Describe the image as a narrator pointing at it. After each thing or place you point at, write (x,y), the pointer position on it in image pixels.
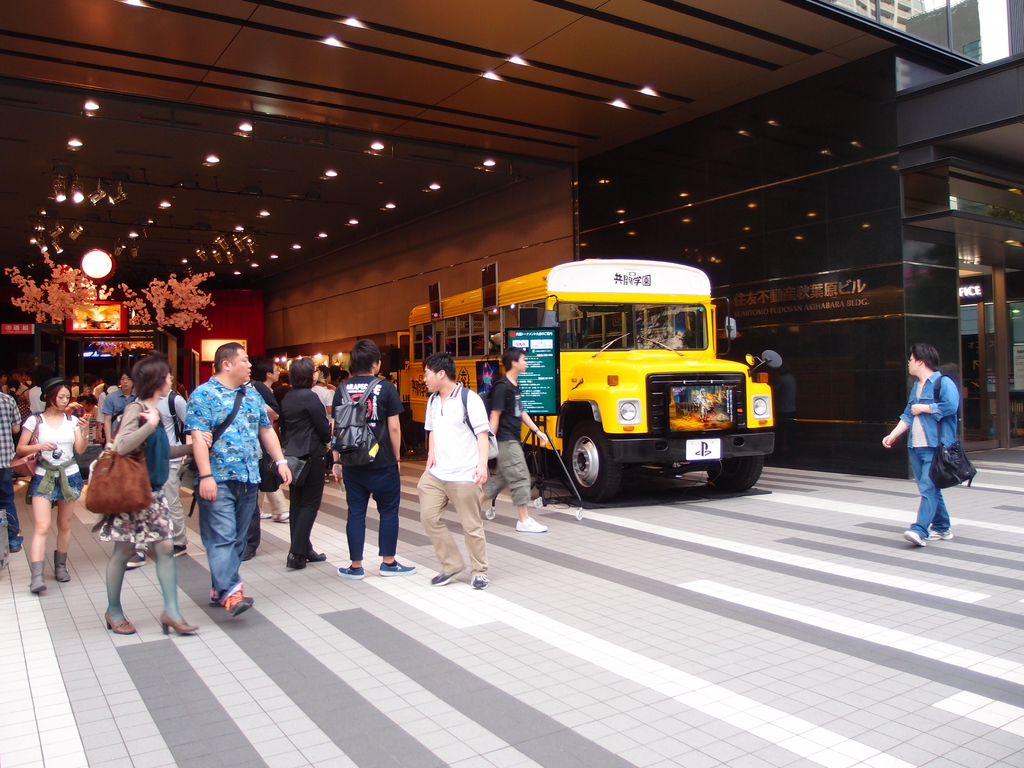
In the picture we can see a bus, which is yellow in color parked under the roof (39,152) and on the path (729,655) and some people (153,482) are walking and standing beside it and in the background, we can see a wall (925,331) and some screen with artificial plants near it and to the ceiling (138,270) of the roof (151,267) we can see the lights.
